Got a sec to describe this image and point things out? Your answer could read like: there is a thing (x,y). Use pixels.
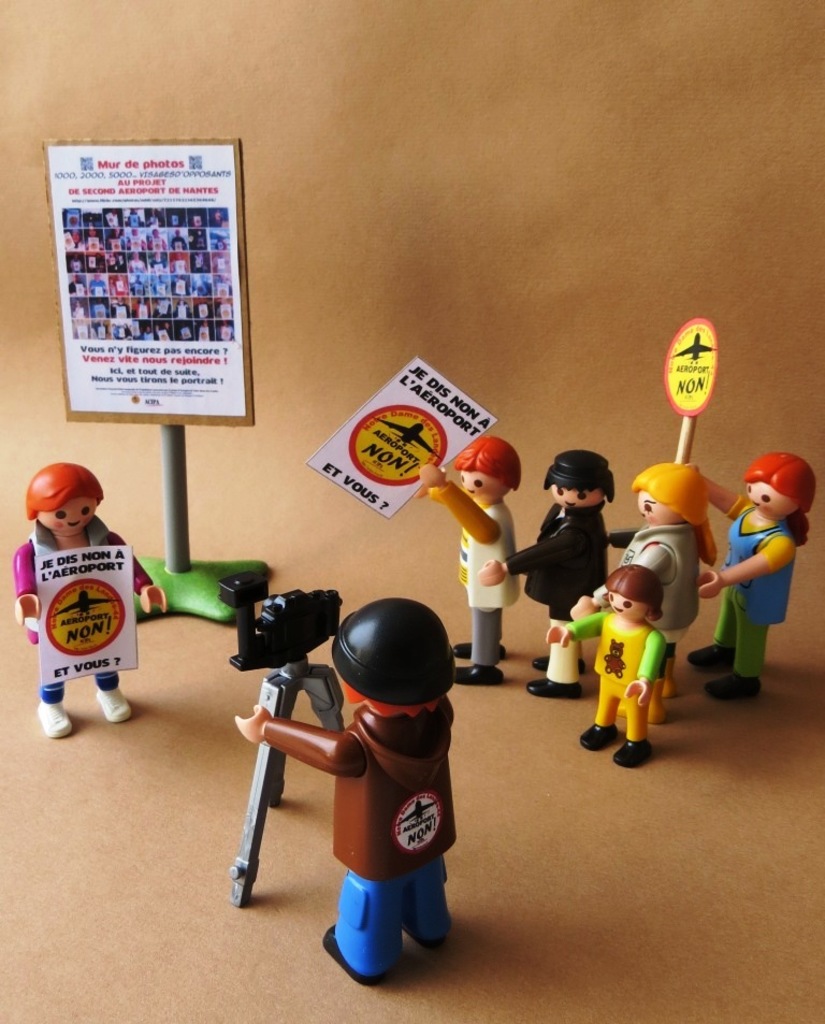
In this image we can see some toys (445,777) which resembles like a human (665,679) and there are few toys (463,580) holding objects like posters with some text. There is a camera (303,619) with a tripod (341,698) and in the background (143,322) there is a board (140,392) with some pictures (153,268) and text (153,201).
